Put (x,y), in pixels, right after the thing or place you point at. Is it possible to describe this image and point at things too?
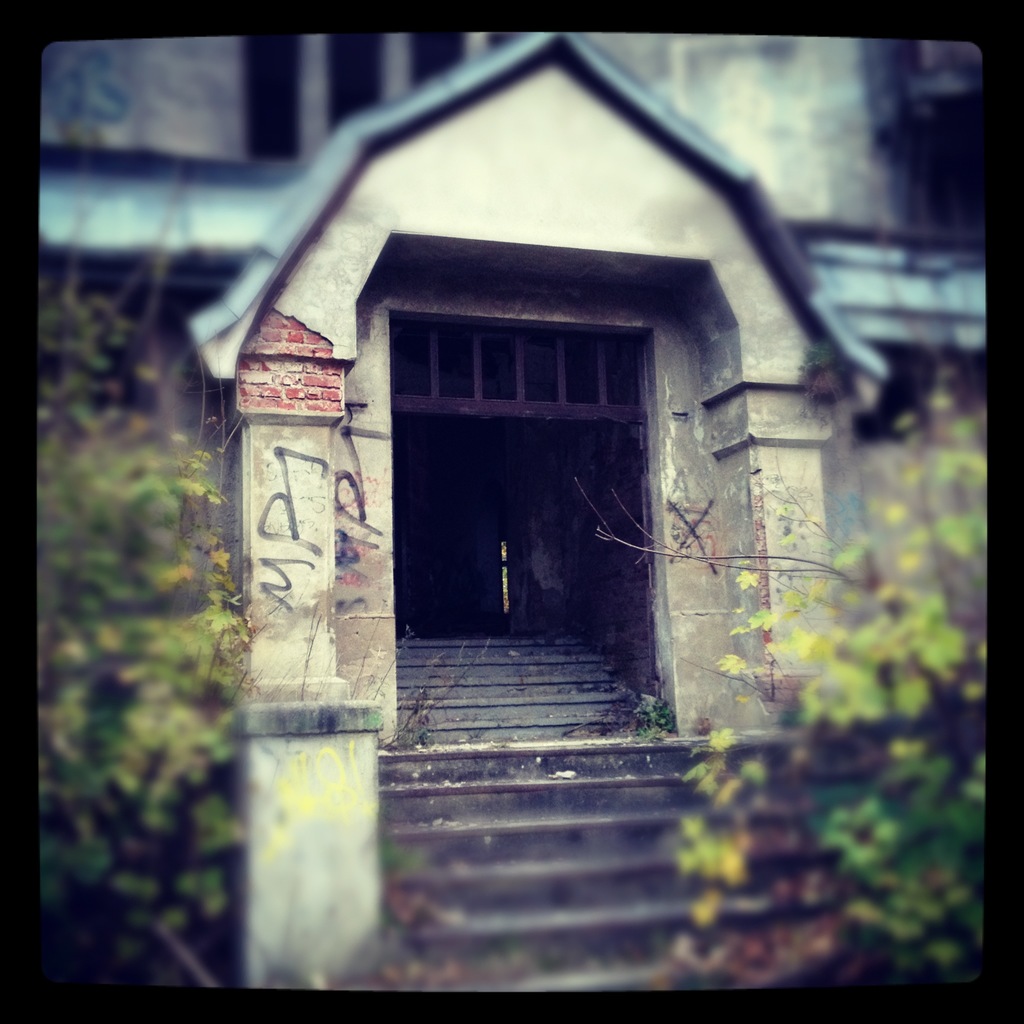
In this picture we can see plants (946,875). We can see stairs (466,648) and a few things (352,481) on the building (572,432).
